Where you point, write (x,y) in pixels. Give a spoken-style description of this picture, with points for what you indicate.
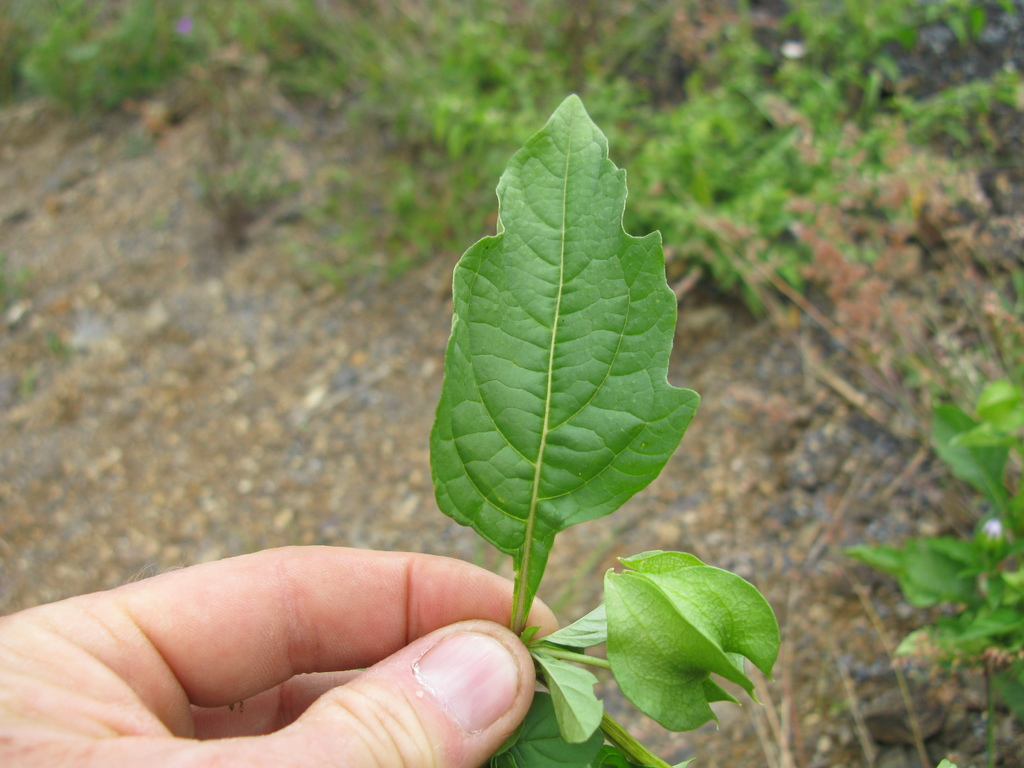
In the center of the image (583,313) there is a leaf (534,388) in a human hand (332,670). In the background (875,157) there is a grass (702,84) and ground (214,382).
